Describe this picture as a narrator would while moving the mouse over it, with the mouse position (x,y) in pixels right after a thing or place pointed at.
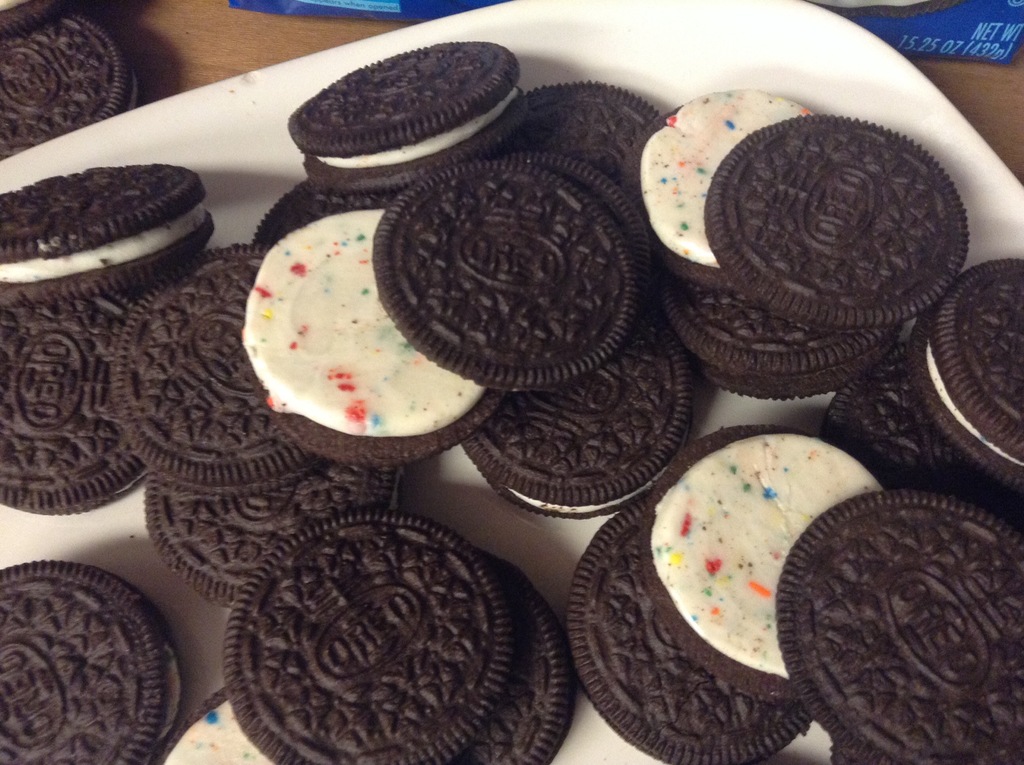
In this image I see a lot of Oreo biscuits (86,284) which are of brown color and cream (363,257) in between and most of them are on a plate (113,130).
